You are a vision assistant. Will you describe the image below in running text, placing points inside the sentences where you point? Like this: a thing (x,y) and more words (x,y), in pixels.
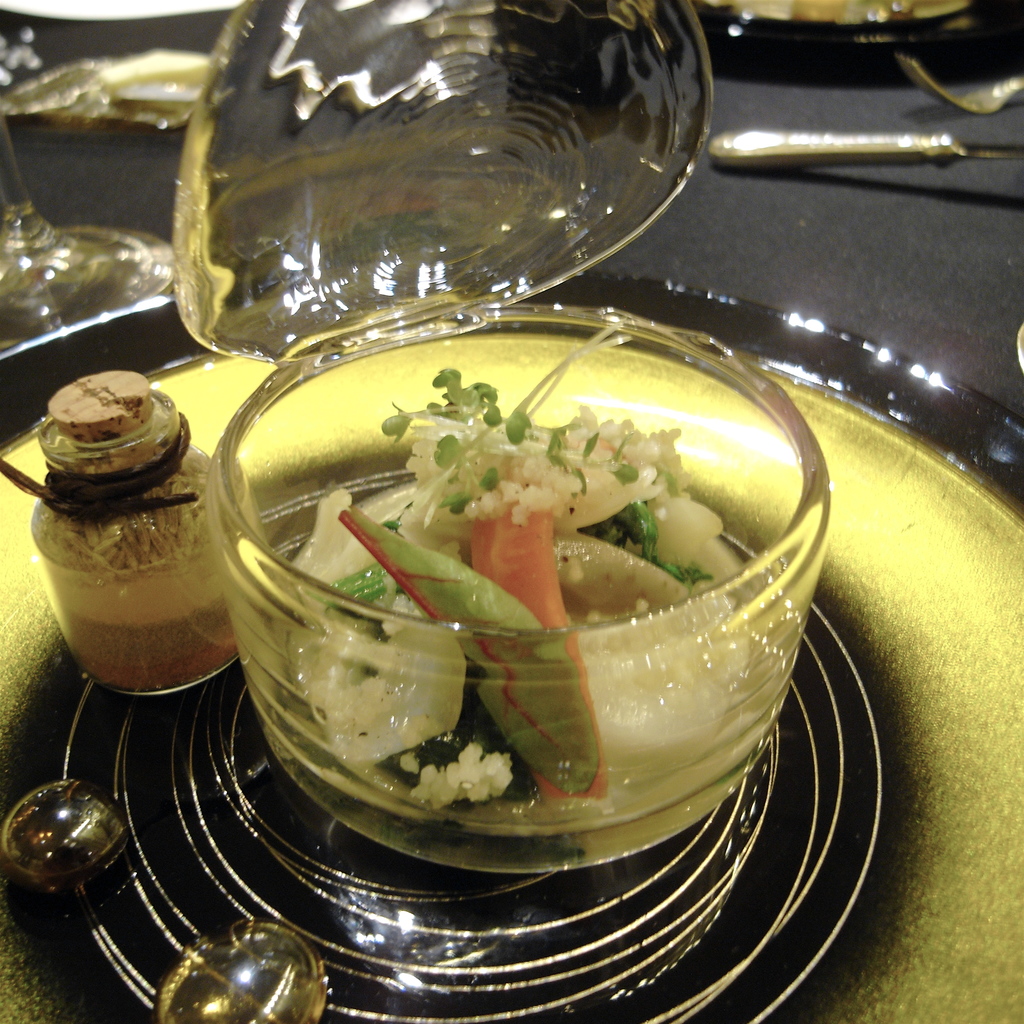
In the image in the center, we can see one table (738,293). On the table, there is a plate (903,621), bowl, jar (146,619), glass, some food item (535,524) and a few other objects (10,4).
